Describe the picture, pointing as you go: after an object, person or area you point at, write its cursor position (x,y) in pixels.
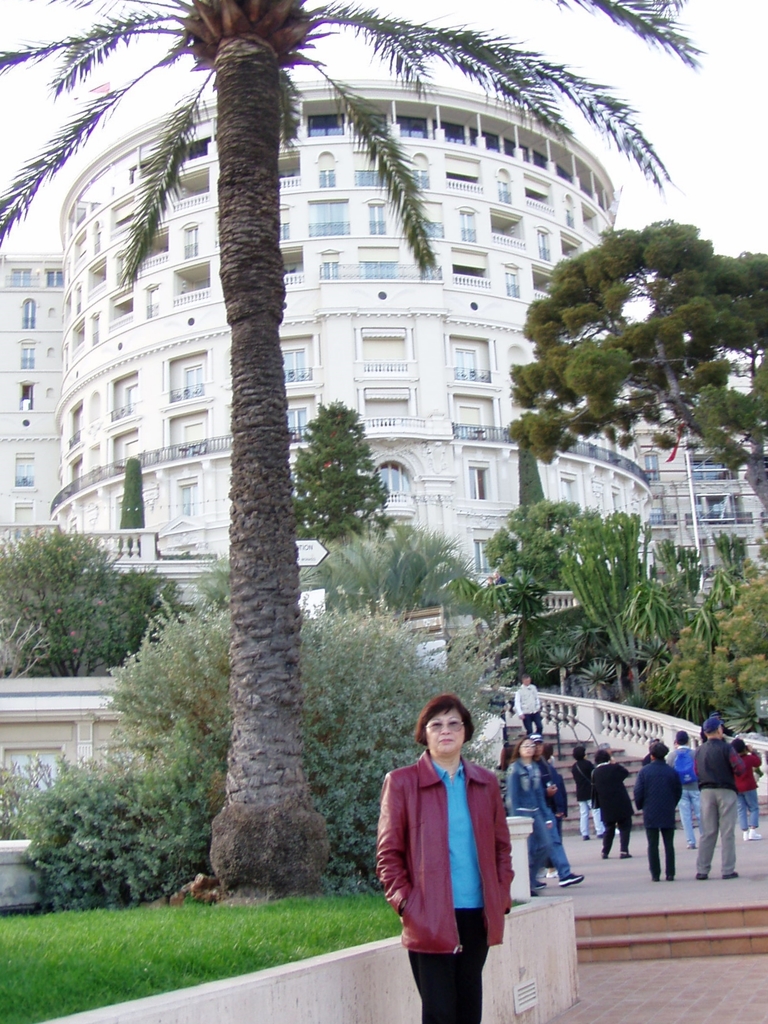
In this image we can see few buildings (609,490) and they are having many windows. There are many trees (531,599) and plants (473,639) in the image. There are staircases (567,761) in the image. There are many people (581,779) in the image. There is a sky (739,119) in the image.
